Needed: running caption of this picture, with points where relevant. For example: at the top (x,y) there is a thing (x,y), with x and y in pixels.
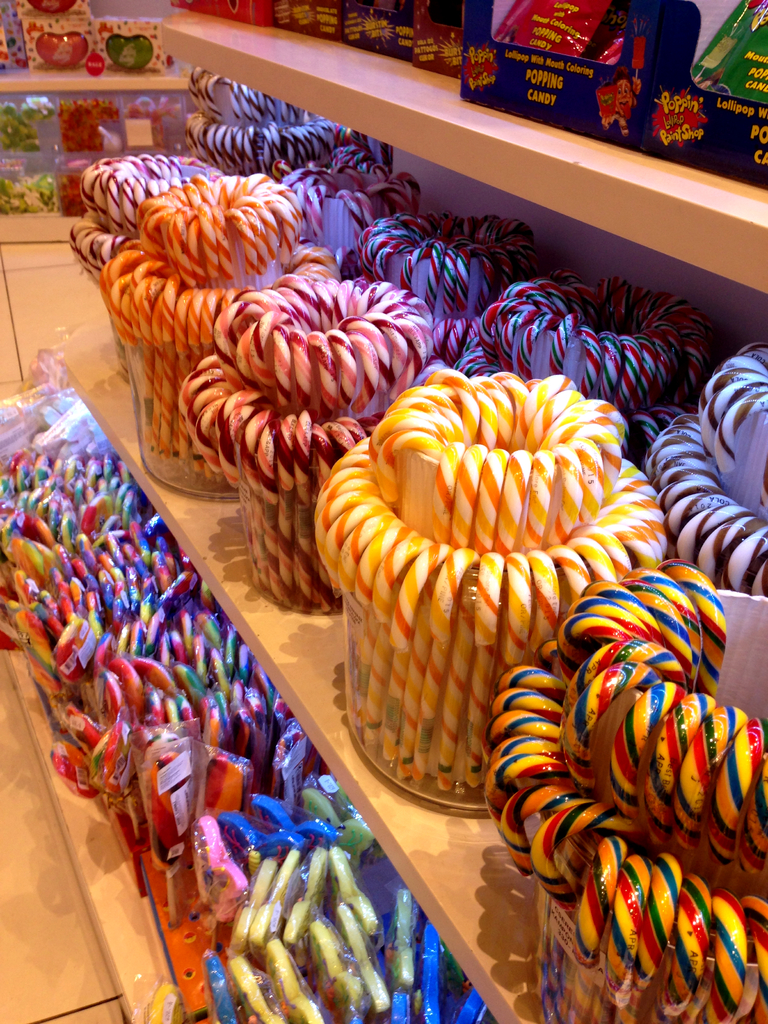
In this picture, we see a rack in which candy canes (468,400) are placed. These candy canes (605,500) are in the shape of a cane (463,452). These are in brown, orange, red, blue and yellow color. Below that, we see some plastic items (229,771). At the top of the picture (429,147), we see a rack (485,139) in which plastic boxes (671,125) are placed. In the background (97,91), we see racks (117,86) in which plastic boxes (135,60) are placed. This picture might be clicked in the shop (555,265).
